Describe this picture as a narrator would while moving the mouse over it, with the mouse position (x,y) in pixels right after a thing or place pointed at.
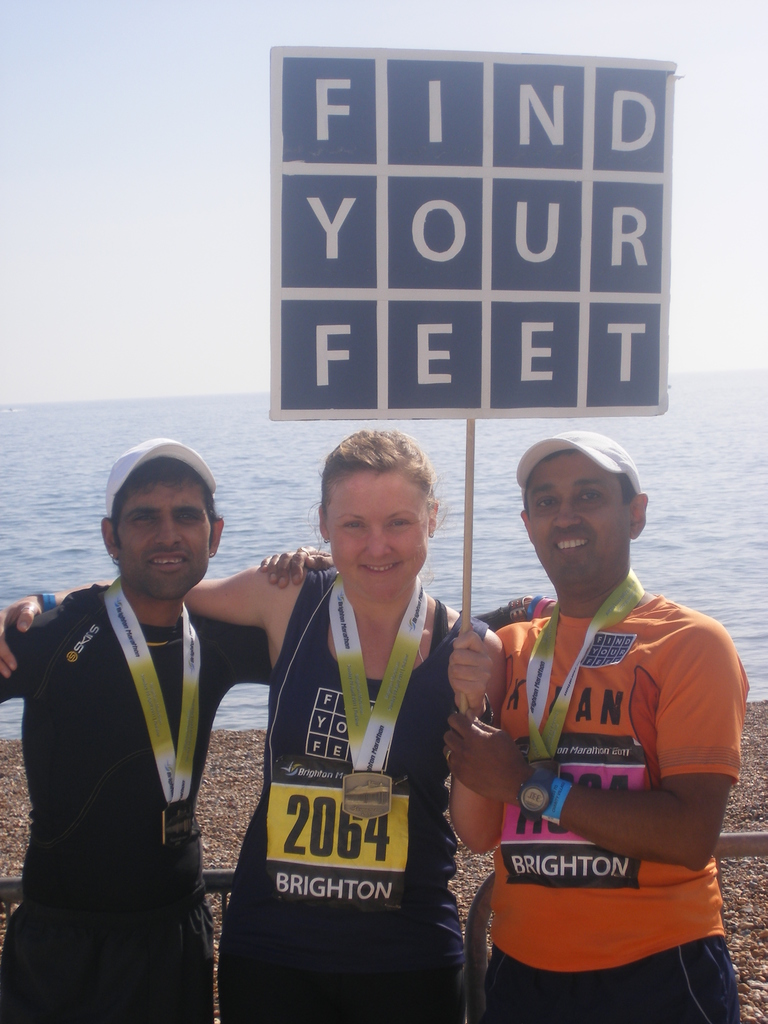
There are three persons (329,715) standing and wearing medals (553,721) with tags (359,690). Person (40,638) on the sides are wearing caps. Persons (474,721) on the right (520,714) is wearing chest numbers (394,819). Middle lady (496,808) is holding a placard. And the man (582,715) on the right (533,801) is wearing a watch (546,777). In the background (279,513) there is water (152,413) and sky (83,208).
